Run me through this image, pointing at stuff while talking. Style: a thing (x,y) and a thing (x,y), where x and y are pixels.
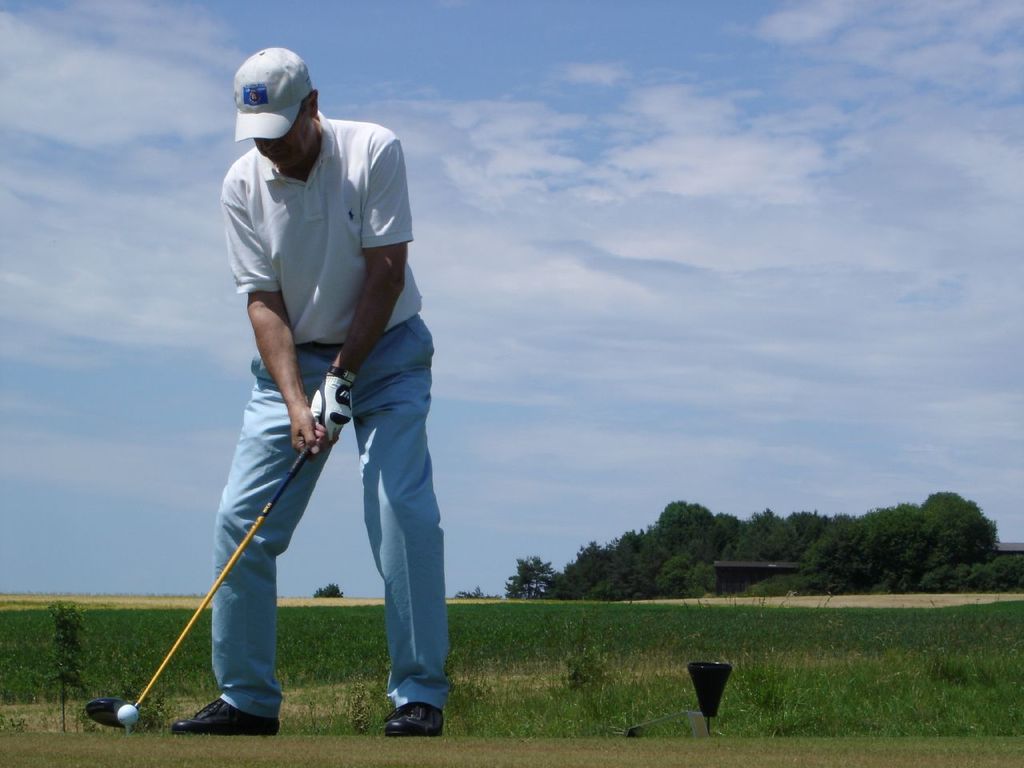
In this image we can see a man (314,261) wearing the cap (297,86) and standing and also holding the golf stick (111,717). We can also see the ball (127,723), grass (112,743), trees (990,564) and also the sky (450,80) with the clouds (615,210) in the background (615,210).
